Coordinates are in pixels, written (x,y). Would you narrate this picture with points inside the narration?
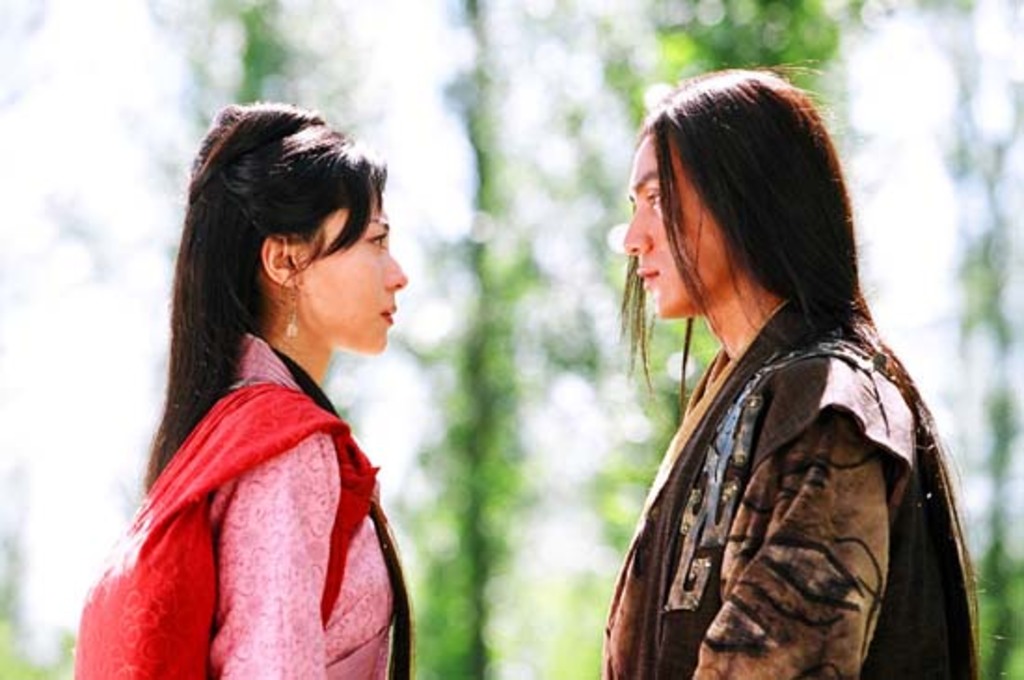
In this image we can see two persons (651,556) with pink and brown color dresses (778,542) and the background (467,295) is blurry.
